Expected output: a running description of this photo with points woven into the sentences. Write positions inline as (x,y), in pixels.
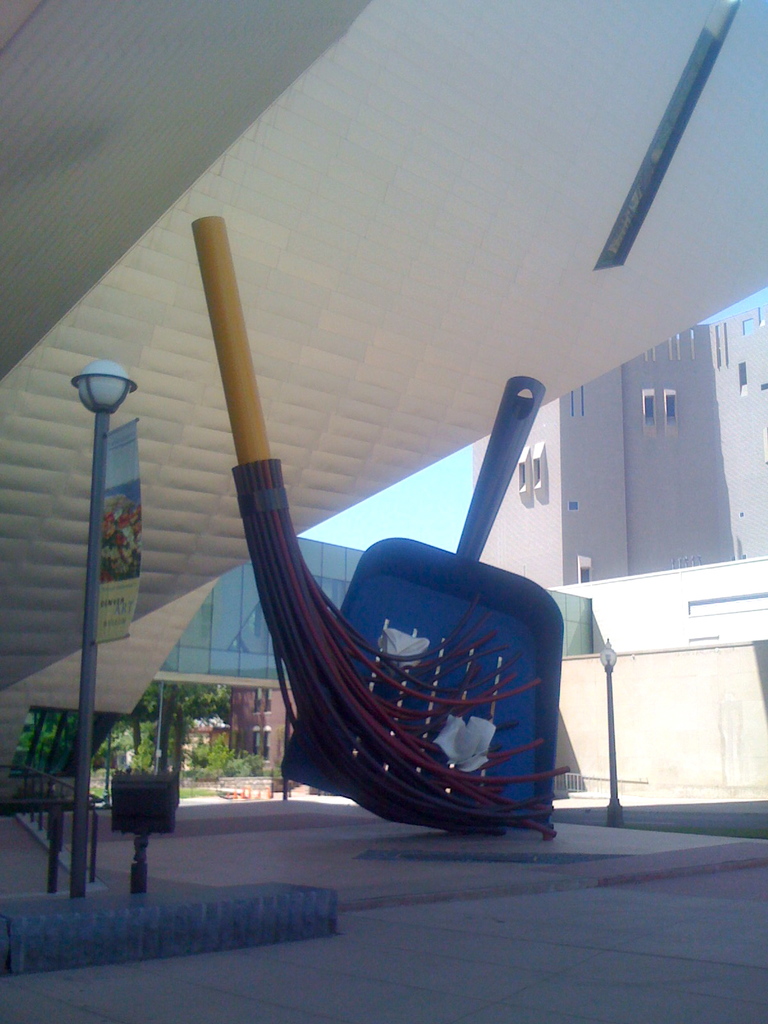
In the picture we can see the surface (23,859) on it, we can see the sculpture (540,787) of broom stick (496,825) and beside it, we can see the pole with lamp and in the background (512,549), we can see the building (252,746) with glasses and near it we can see some plants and the part of the sky (435,479).
